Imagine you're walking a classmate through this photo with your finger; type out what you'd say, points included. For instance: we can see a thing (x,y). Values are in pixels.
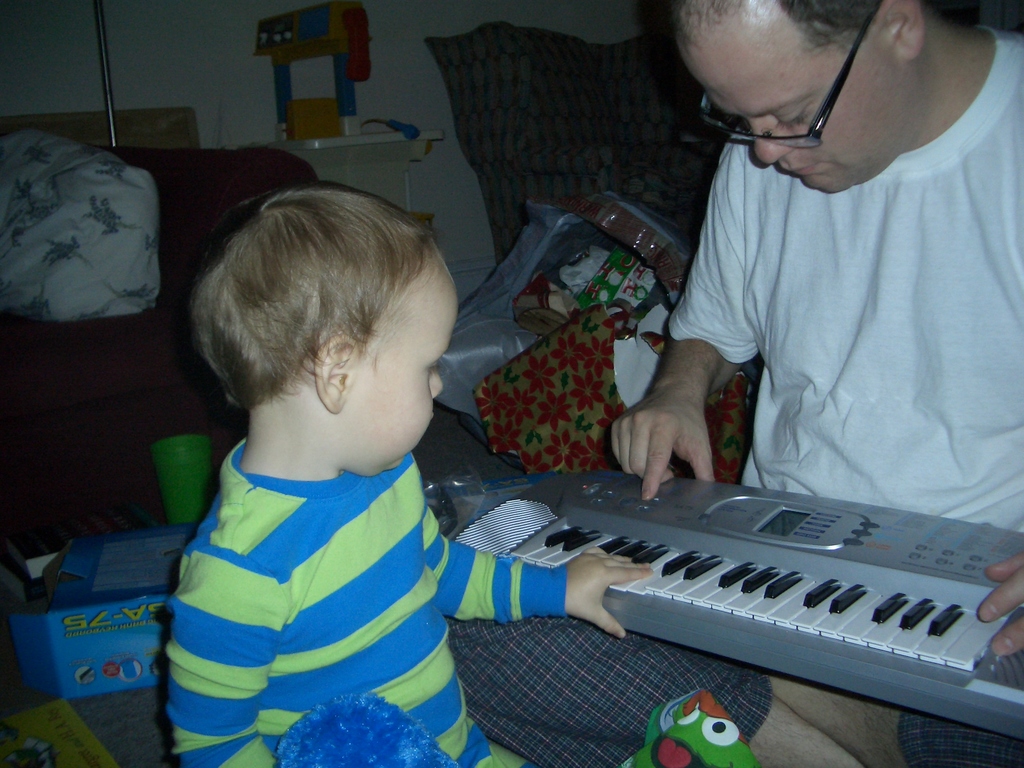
On the right side of the image (848,236) there is a man (951,455) sitting down and holding a piano (709,580) in his hands (1006,643) and playing it. There is a child (346,635) sitting down and looking at the piano (736,549). In the background (143,225) there are few things (157,169) placed.
